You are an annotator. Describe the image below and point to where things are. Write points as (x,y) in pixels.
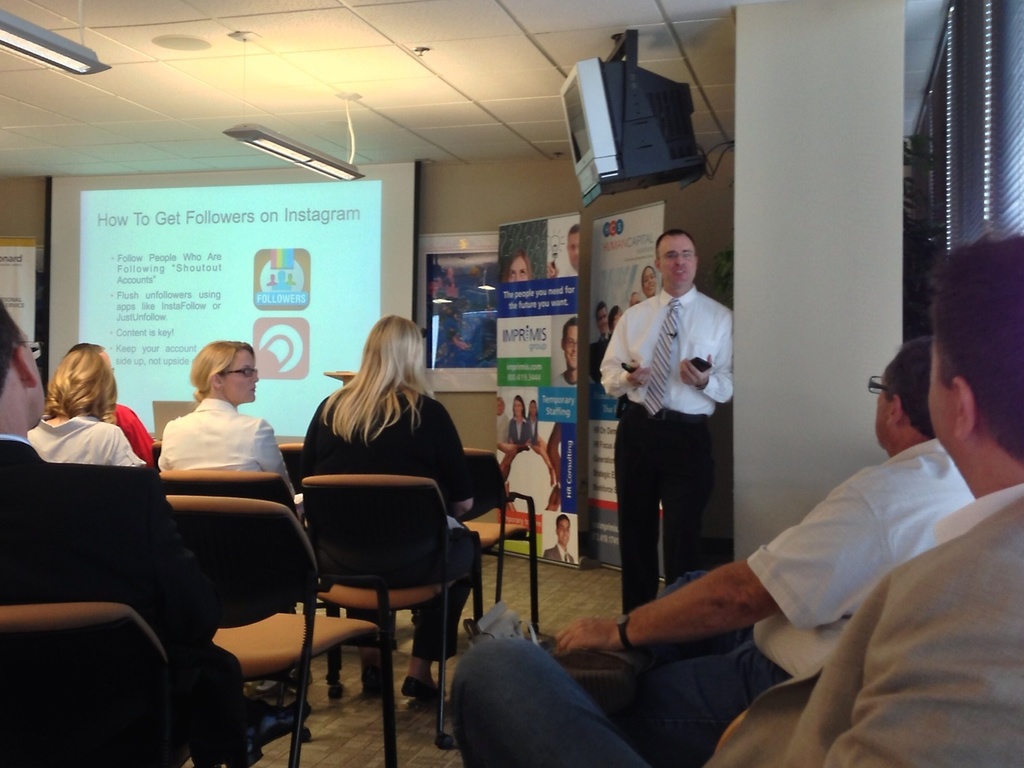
In this image, in the middle (632,404) a man (635,424) is speaking something, he wear a white shirt (685,355), tie (660,352), trouser (670,497). On the right (886,576) there are two man (798,655) they are sitting on the chair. In the middle (356,446) there are many people (172,454) sitting on the chairs (255,552). In the back ground (411,249) there is a poster (549,271), projector screen (417,265) and some text (200,309). In the top (570,122) there is a television (616,121), light (63,54) and roof (420,104).
